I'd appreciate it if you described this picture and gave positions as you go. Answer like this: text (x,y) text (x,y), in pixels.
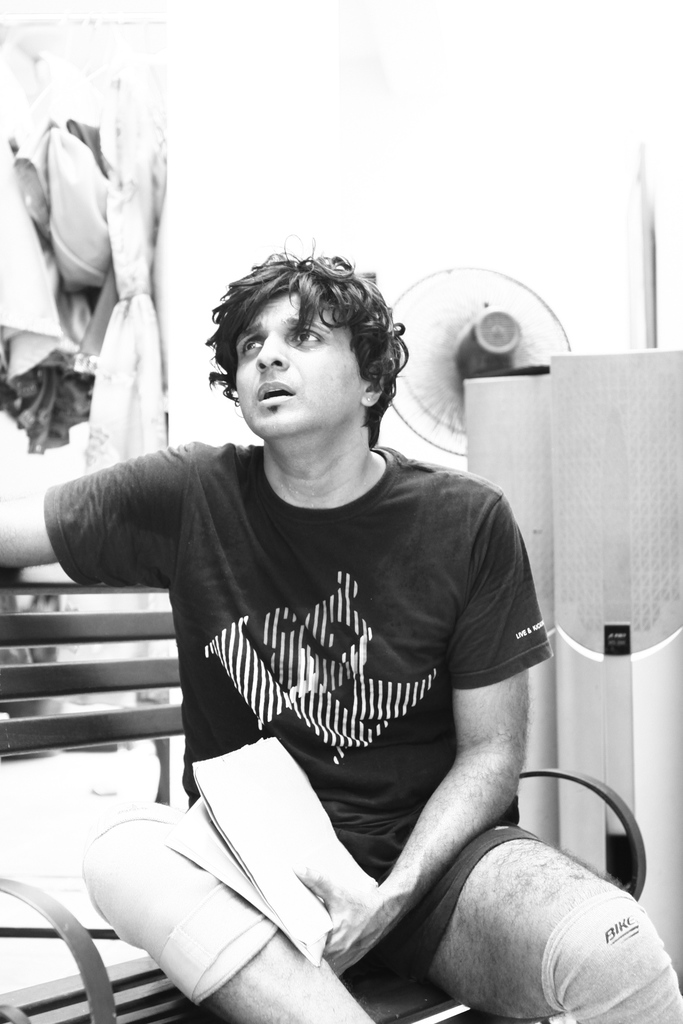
In this image in the foreground (526,1009) I can see the person (526,1009) sitting on the bench (494,1023) and he holds something in his left hand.
